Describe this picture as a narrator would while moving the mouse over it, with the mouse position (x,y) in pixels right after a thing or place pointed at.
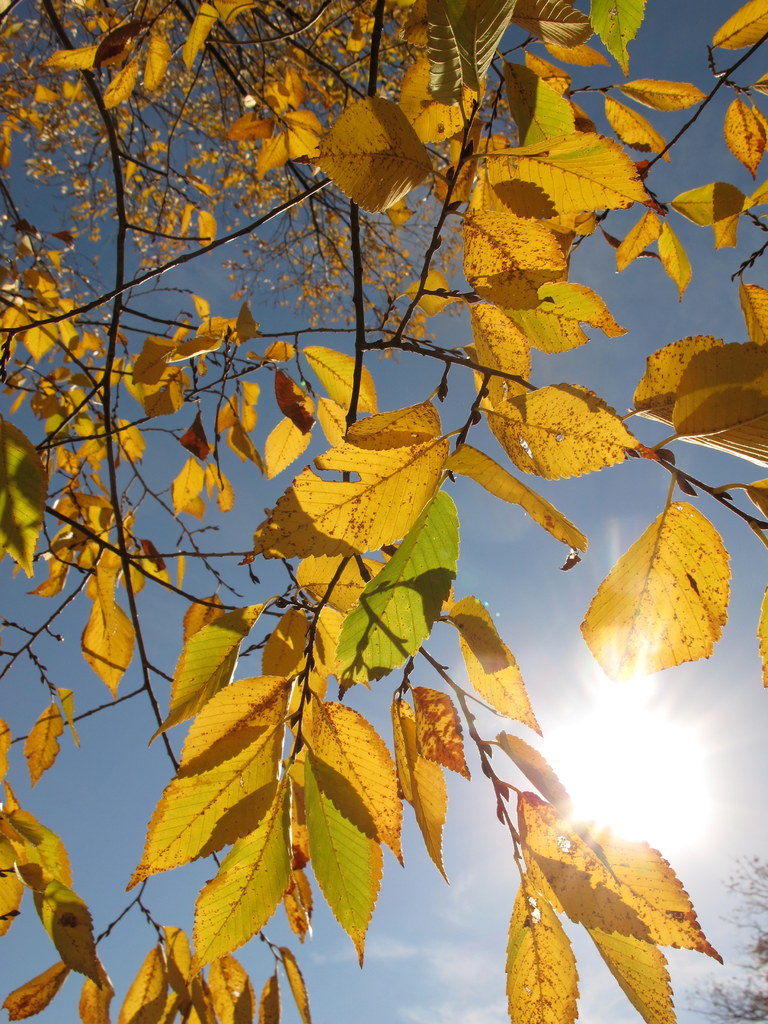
In this image there are leaves (274,354), in the background (308,320) there is a sky (681,325) and a sun (651,736).
